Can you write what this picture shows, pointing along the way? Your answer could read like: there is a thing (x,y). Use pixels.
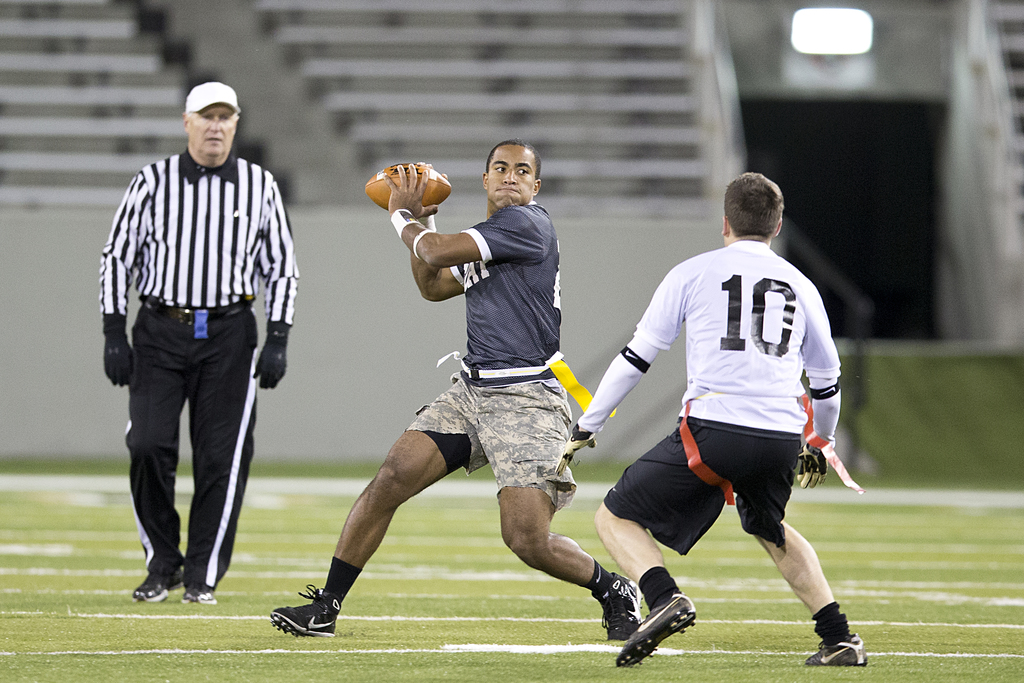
there are three persons (582,427) in a ground (289,541) two persons (503,347) are playing with a ball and one person (160,574) is walking.
